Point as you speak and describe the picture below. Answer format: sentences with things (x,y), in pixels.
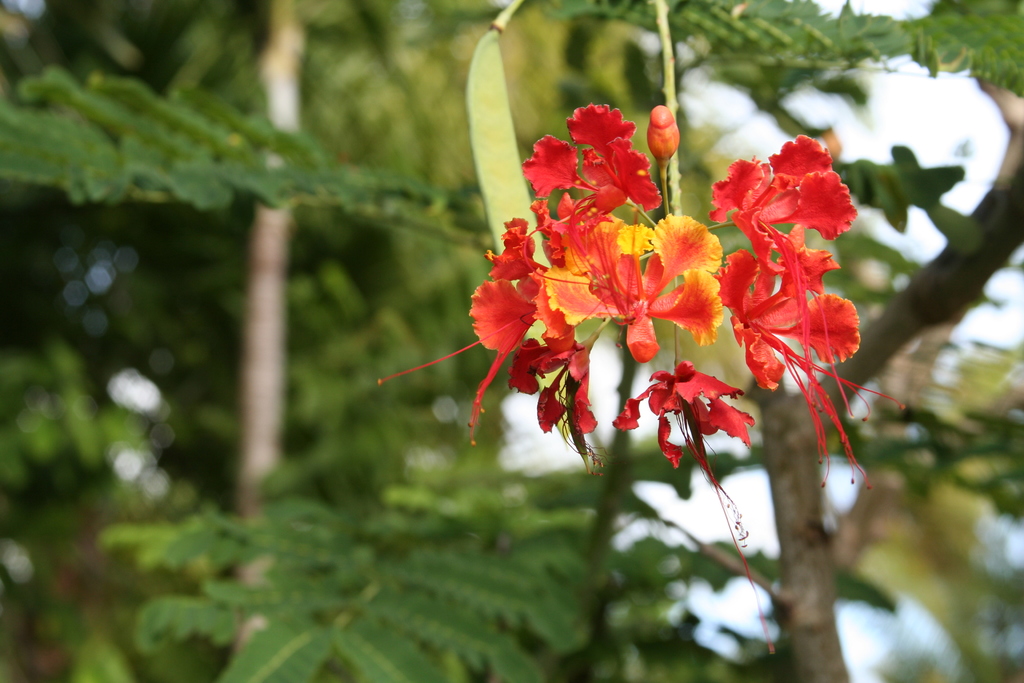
In this picture I can see flowers (788,273) in the middle (630,368), in the background (368,480) there are trees (232,642).
